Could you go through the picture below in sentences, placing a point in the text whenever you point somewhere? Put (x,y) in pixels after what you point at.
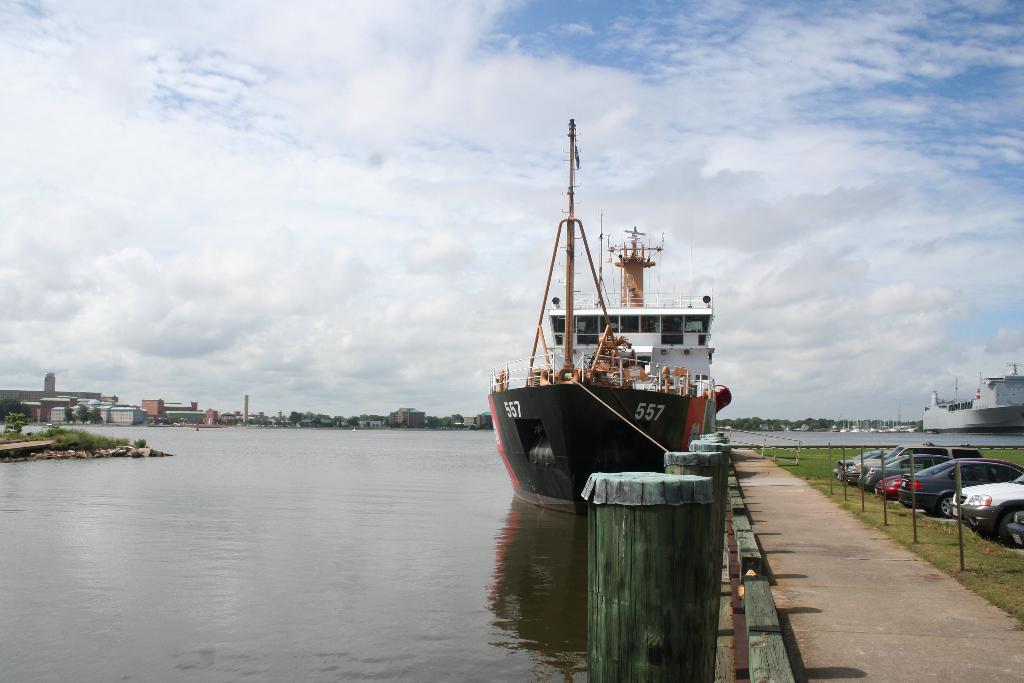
In this picture we can see a ship (541,408) on the water (529,554). Behind the ship (553,376), there are buildings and trees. On the right side of the image (895,470), there are vehicles (874,480) and poles (914,477) on the grass (821,466) and it looks like another ship (958,416) on the water (471,445). On the left side of the image (81,444), there are stones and grass (59,433). At the bottom of the image (701,473), there are wooden poles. At the top of the image (477,139), there is the sky (20,181).
